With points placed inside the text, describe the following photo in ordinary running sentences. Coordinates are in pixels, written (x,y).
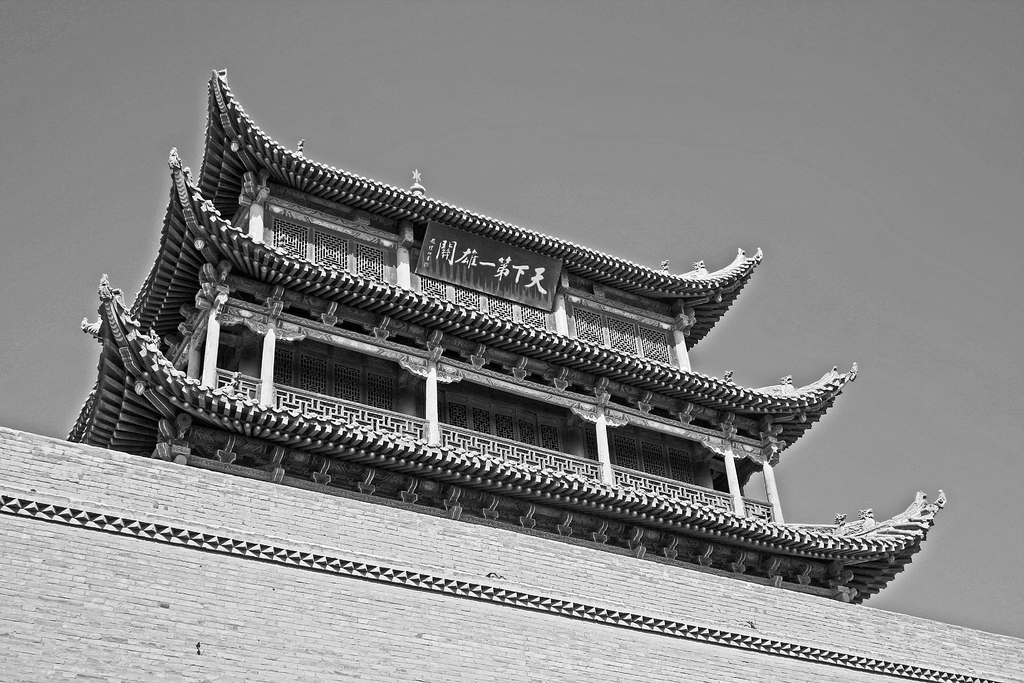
In this picture I can see the building (478,468). At the top of the building (473,227) I see the banner (474,259). At the top (563,79) I can see the sky (539,140). At the bottom (420,641) I can see the brick wall (197,619).
